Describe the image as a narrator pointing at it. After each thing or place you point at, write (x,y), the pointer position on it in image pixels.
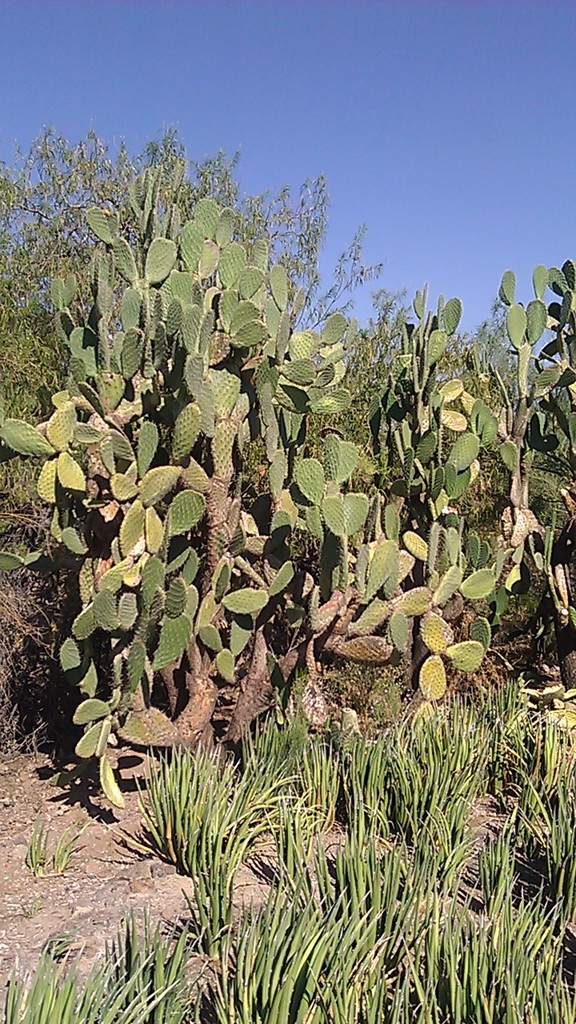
In this image I can see plants (537,850) in green color, at back (288,66) I can see sky (233,55) in blue color.
